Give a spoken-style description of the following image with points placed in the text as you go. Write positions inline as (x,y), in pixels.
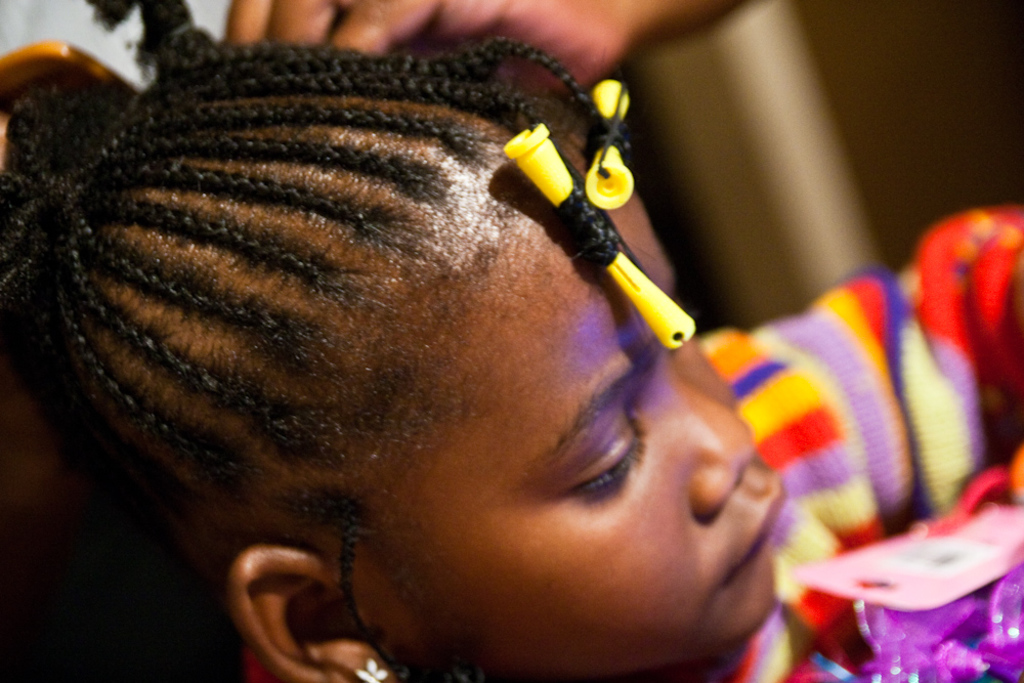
In this image, we can see a girl (487,341). Background (700,43) we can see a blur view. Here we can see human hand (431,17). Right side (932,648) bottom corner, we can see a color paper (944,641) and tag (937,593). In the middle of the image (669,322), we can see hair styling accessories (546,172).
